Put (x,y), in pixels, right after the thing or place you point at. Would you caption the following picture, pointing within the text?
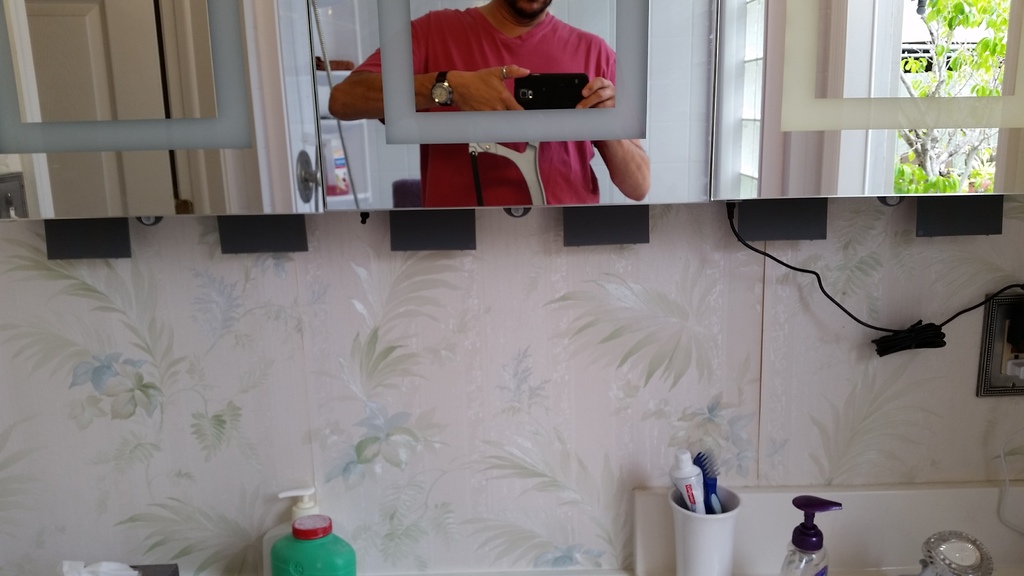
In this picture we can see a wall (387,371) with a mirror (619,109), here we can see bottles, toothpaste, toothbrush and some objects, from the mirror (229,63) we can see a person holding a mobile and in the background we can see windows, trees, wall (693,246) and some objects (297,162).
